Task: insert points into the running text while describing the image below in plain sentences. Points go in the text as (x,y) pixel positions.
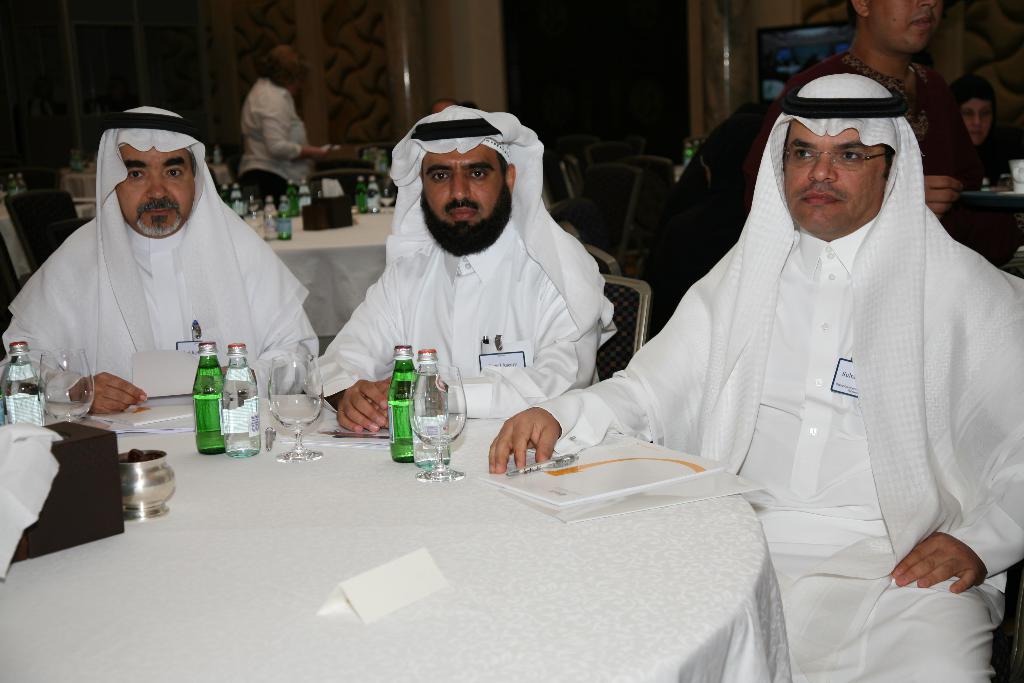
In this picture we can see three people (538,308) sitting on chair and in front of them there is table (499,662) and on table (235,555) we have bottle (239,361), glass (295,391), jar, tissue paper box (98,480), papers (635,465) and in background (612,57) we can see person (279,79) standing, wall (430,43).
